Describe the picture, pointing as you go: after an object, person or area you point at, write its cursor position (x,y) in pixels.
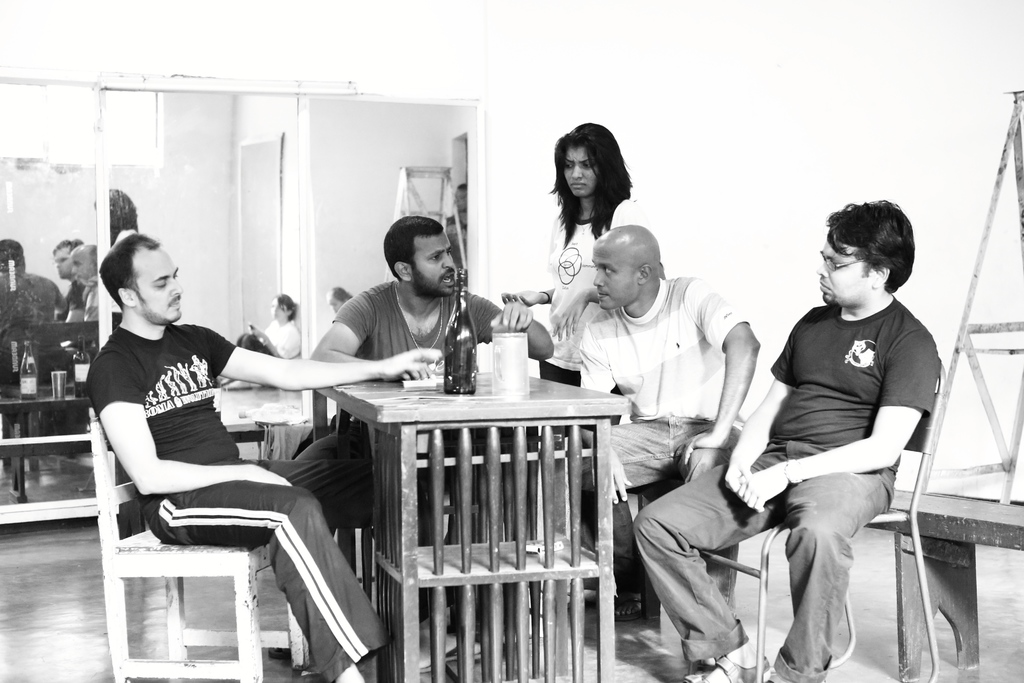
There are people (301,496) sitting on the chair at the table (473,469) and a woman (581,268) is standing behind them. There is a bottle (467,368) and jug (523,364) here. In the background (188,202) there is a mirror (205,184) and wall (756,125).
